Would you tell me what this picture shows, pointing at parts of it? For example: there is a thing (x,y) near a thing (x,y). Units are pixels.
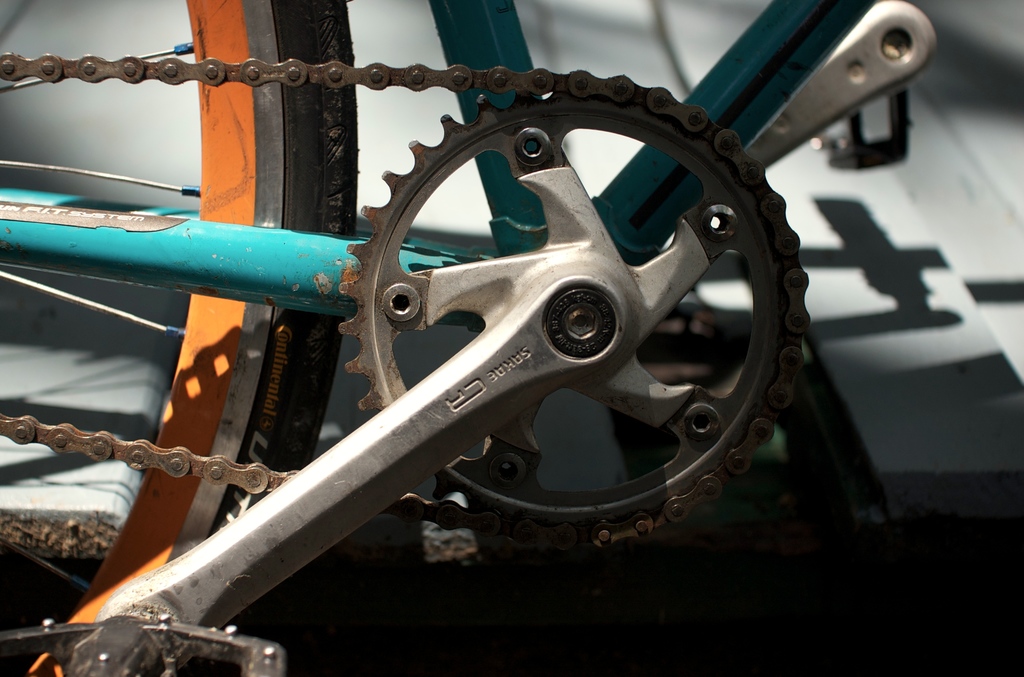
In this image we can see a Tyre (323,138), chain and pedals (216,639) of a bicycle (606,273).
